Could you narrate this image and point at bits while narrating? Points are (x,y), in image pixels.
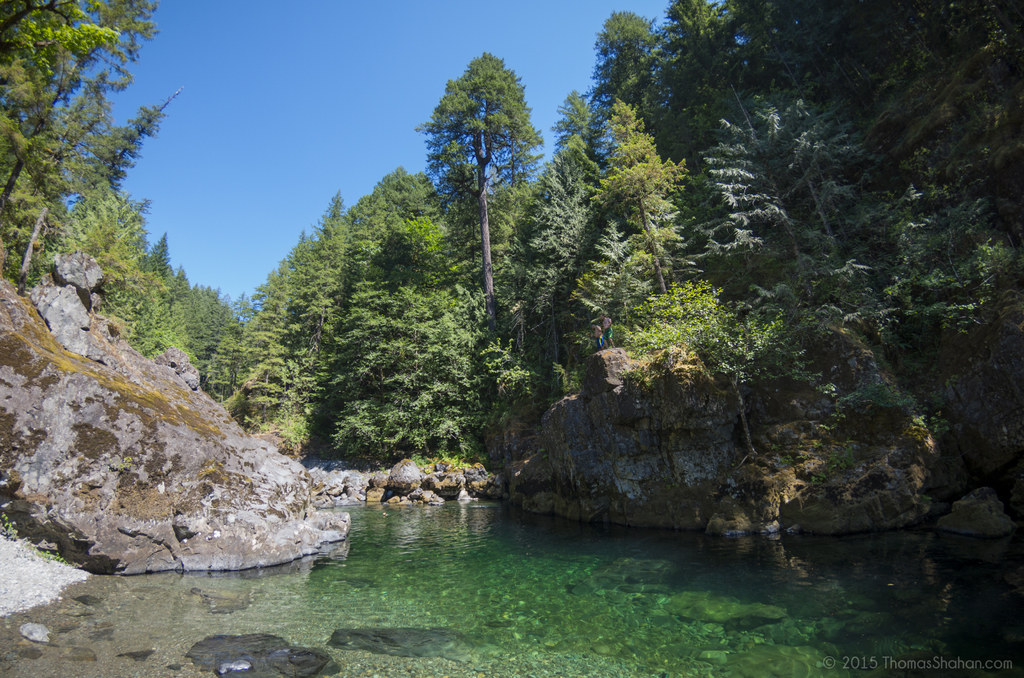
In the center of the image (619,429) there is water (433,629) and we can see rocks (238,453). In the background (381,322) there are trees (186,339) and sky (323,115).
